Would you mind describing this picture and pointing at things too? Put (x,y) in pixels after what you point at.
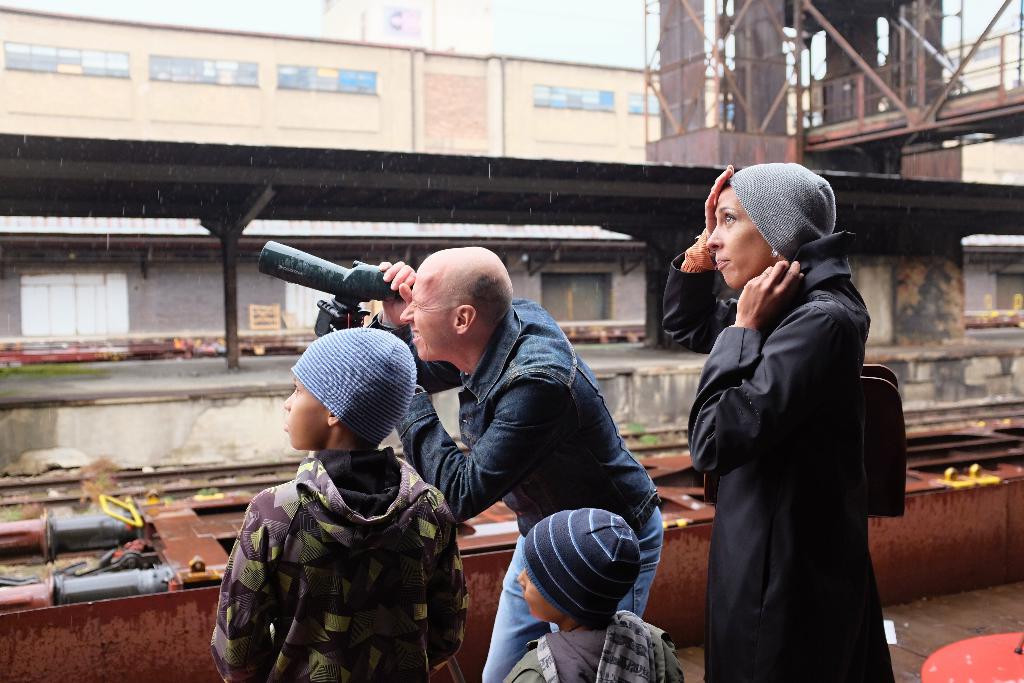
In the center of the image (495,370) a man (517,432) is standing and seeing through binocular (381,293), beside him three persons (629,641) are standing and wearing hats (574,518). In the background of the image (658,418) we can see a bridge (931,53), shed (374,151), building (161,125), door (569,302), platform (60,386), rods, railway track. At the bottom of the image (908,638) we can see the floor (895,645). At the top of the image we can see the sky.
